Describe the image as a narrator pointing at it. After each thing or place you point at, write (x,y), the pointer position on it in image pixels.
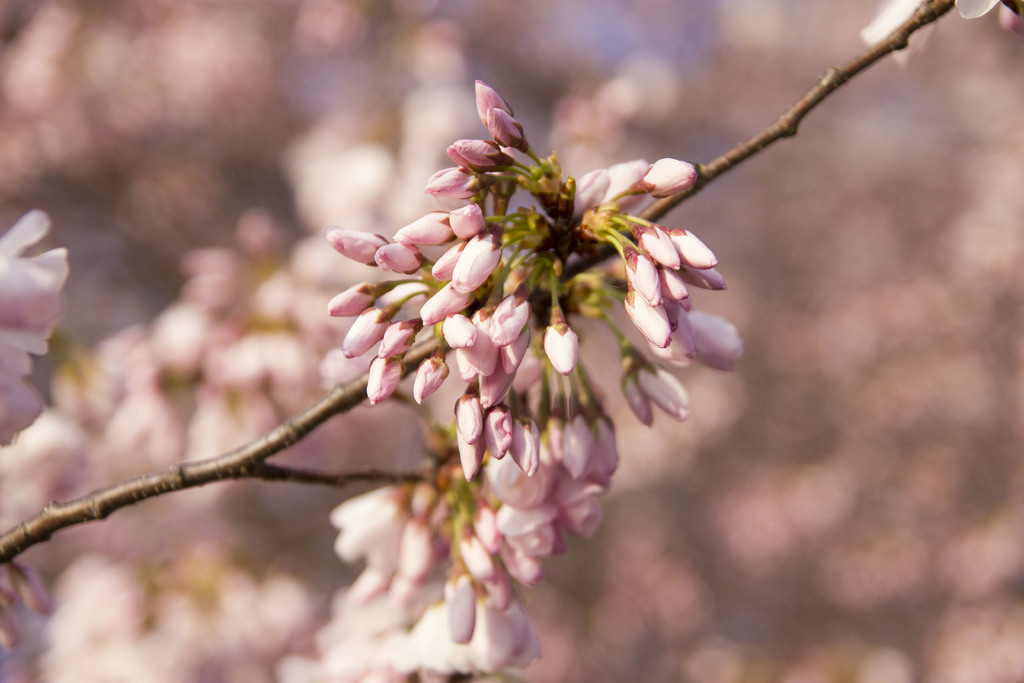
In the picture I can see the branch (239,472) of a flower plant (423,367) and I can see the flower buds (459,299).
